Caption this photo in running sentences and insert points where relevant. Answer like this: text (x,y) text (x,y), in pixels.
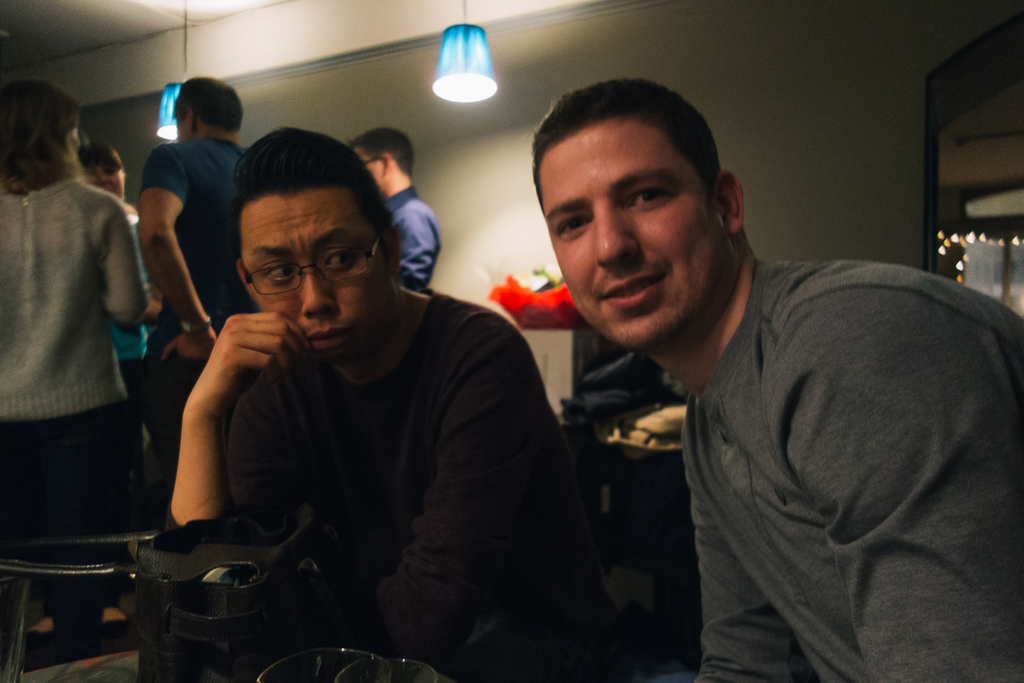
There are few persons (490,418). Here we can see a bag (267,555), glasses (317,648), and lights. In the background (526,77) there is a wall (817,123).
